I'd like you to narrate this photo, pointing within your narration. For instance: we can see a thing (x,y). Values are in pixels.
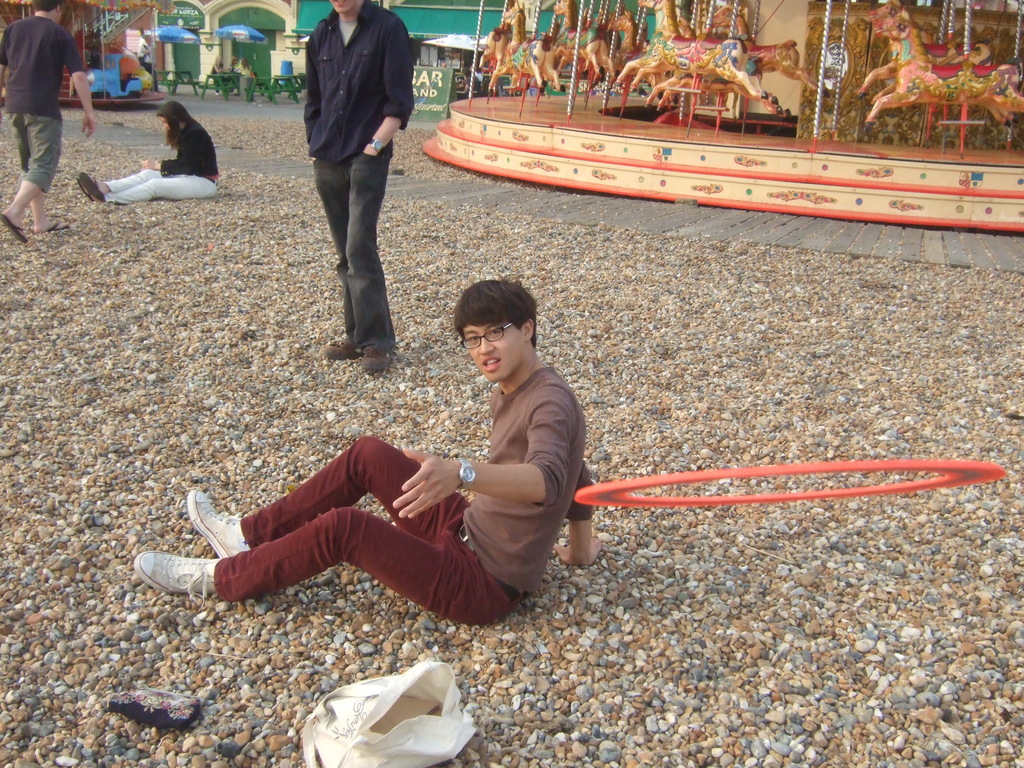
In this picture there are people (17,222) and we can see circular object (600,500) in the air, bag (330,762) on stones (213,714). In the background of the image (449,103) we can see rides (132,60), umbrellas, tables (236,77), board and objects (322,2).
